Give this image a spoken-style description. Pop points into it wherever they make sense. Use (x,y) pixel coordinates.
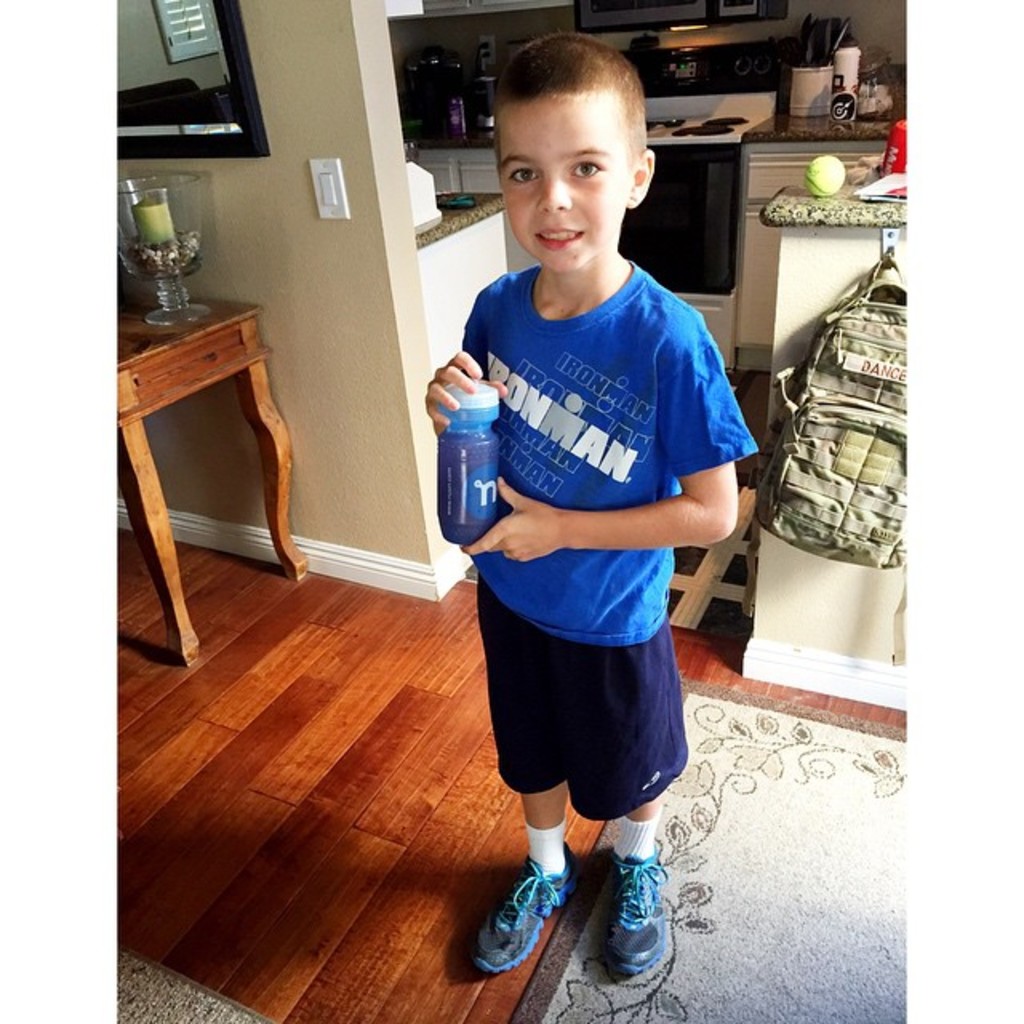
In this picture we can see boy (529,548) standing and smiling holding bottle (446,472) in his hand (501,528) and in background (335,357) we can see table (185,339), candle (148,218), jar (169,291), wall (379,205), bag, stove (730,86), some items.
